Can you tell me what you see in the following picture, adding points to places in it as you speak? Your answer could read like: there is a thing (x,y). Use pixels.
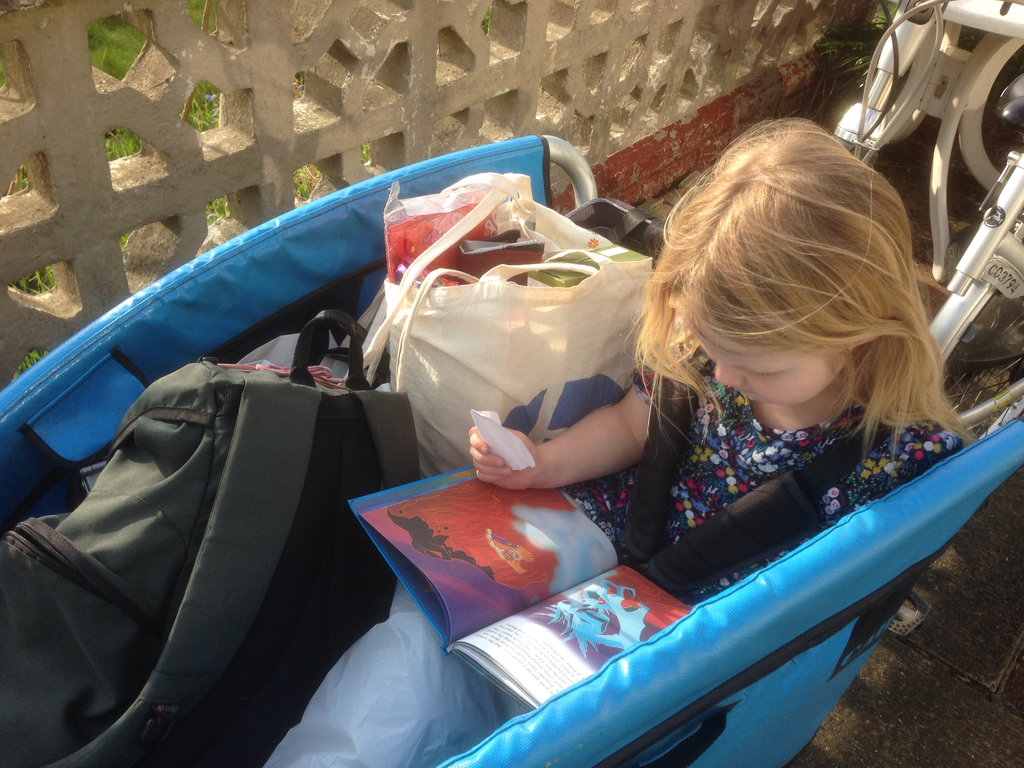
There is a girl (730,448) sitting on a blue color thing (700,654). On her lap (528,603) there is a book (489,589). Near to her there are bags (294,423). Also there is a wall (372,65).
